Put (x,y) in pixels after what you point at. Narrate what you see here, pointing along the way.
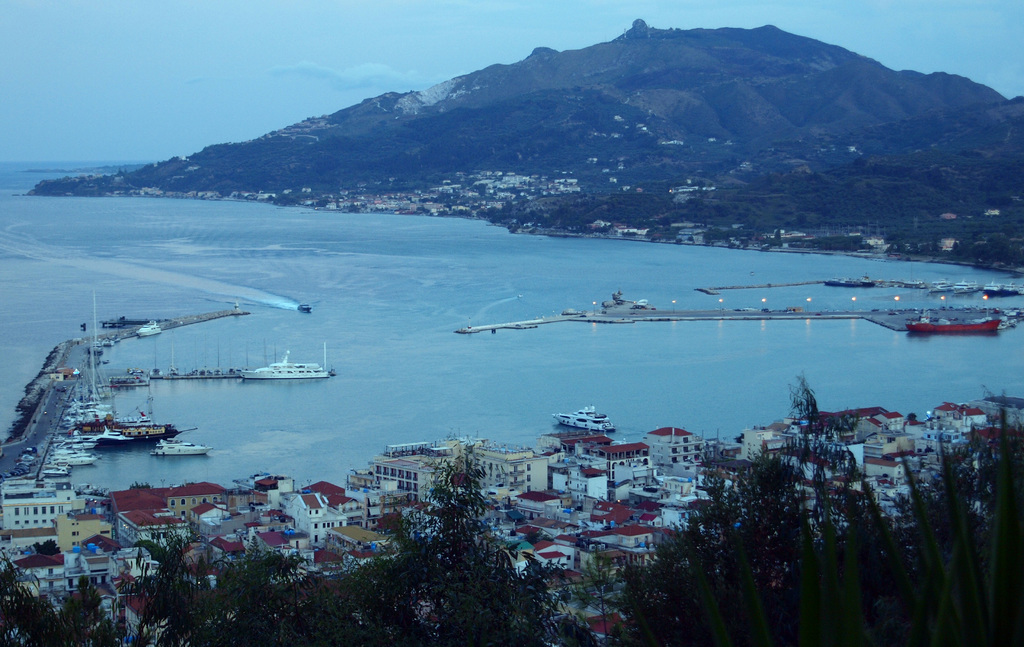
This image consists of many houses (322,508) and trees (715,598). In the middle (396,324), we can see the water (377,348) and the boats (324,353). In the background (885,135), there is mountain (746,172) covered with the plants (537,133). At the top (302,63), there is sky (302,63).
